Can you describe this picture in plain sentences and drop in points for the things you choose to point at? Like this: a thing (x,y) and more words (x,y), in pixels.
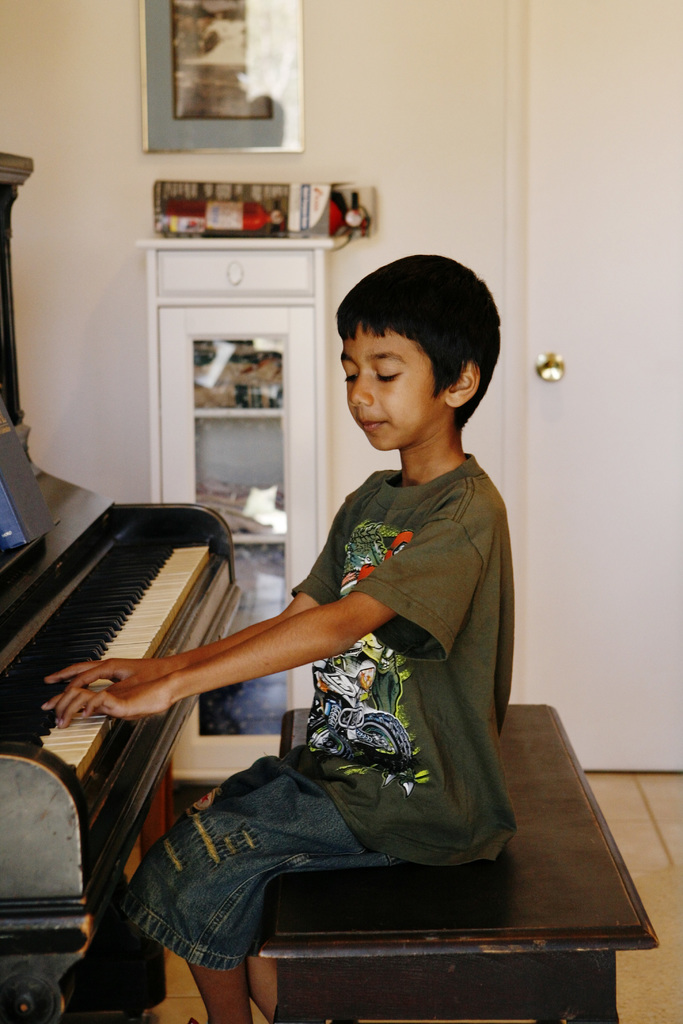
In this picture a boy (433,595) is sitting on a bench (494,955) playing piano (62,643). A cabinet (220,489) is attached to the wall (67,217) and picture frame (242,60) is fixed to it. There is a door (637,765) in the room (477,269).
